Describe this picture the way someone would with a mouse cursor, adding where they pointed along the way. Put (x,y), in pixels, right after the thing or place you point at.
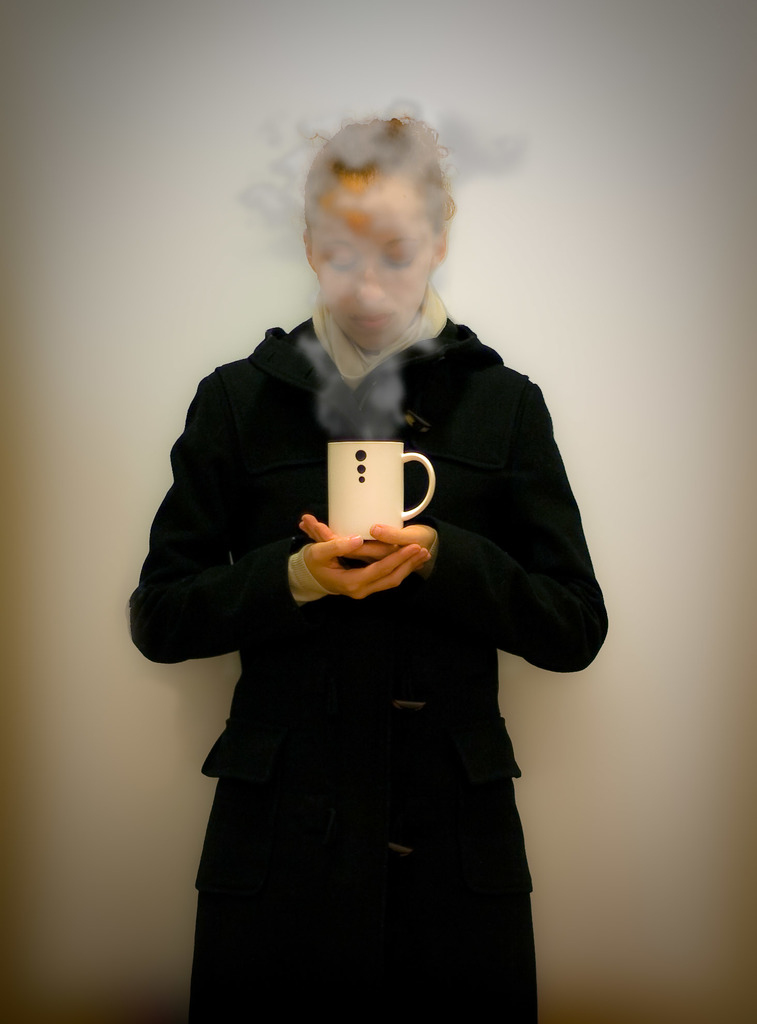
This image consists of a woman (526,594) who is wearing black color dress (348,725). She has a cup (397,450) in her hand (419,530) which is in white color.
